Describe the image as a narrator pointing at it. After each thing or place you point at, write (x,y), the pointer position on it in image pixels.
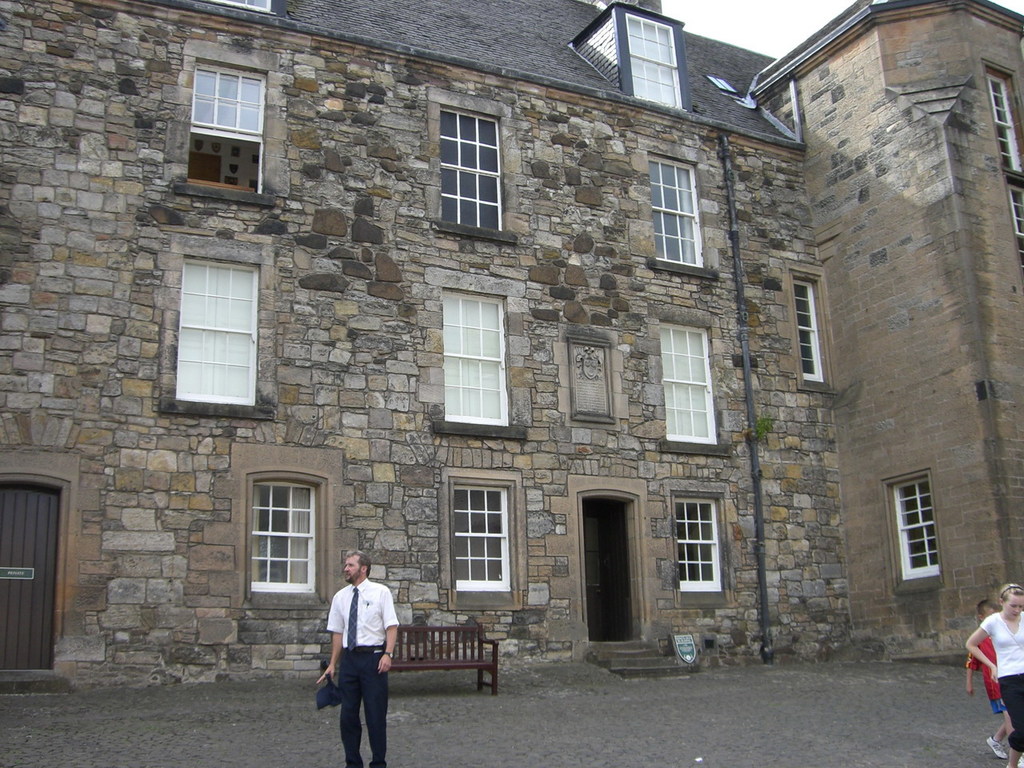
In the image I can see a building (349,485) to which there are some windows (461,564) and a door (605,618) and also I can see some people (1019,605) and a bench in front of the building (154,585).
